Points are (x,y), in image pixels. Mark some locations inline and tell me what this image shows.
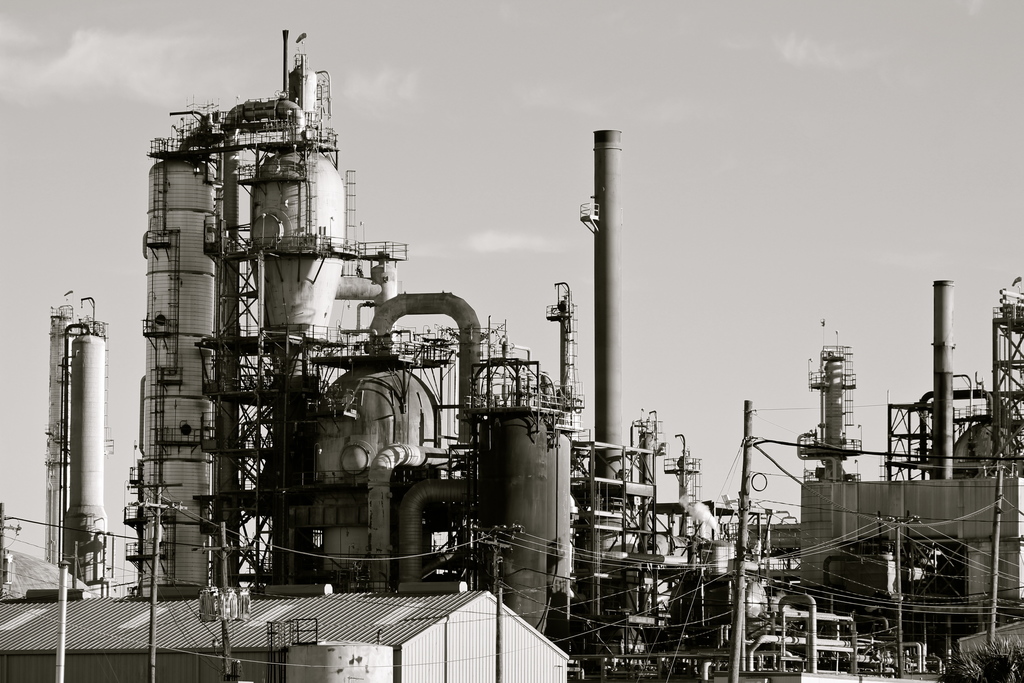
This is a black and white pic. At the bottom (275,648) we can see roof (264,617), wall (169,658), electric poles (150,654), wires (138,641). In the background (366,449) there are poles (896,523) and this looks like a factory (518,482) where we can see huge tankers (851,588) and clouds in the sky (796,18). On the right side (1004,628) at the bottom corner (973,645) we can see a building (935,508) and plants (972,652).
